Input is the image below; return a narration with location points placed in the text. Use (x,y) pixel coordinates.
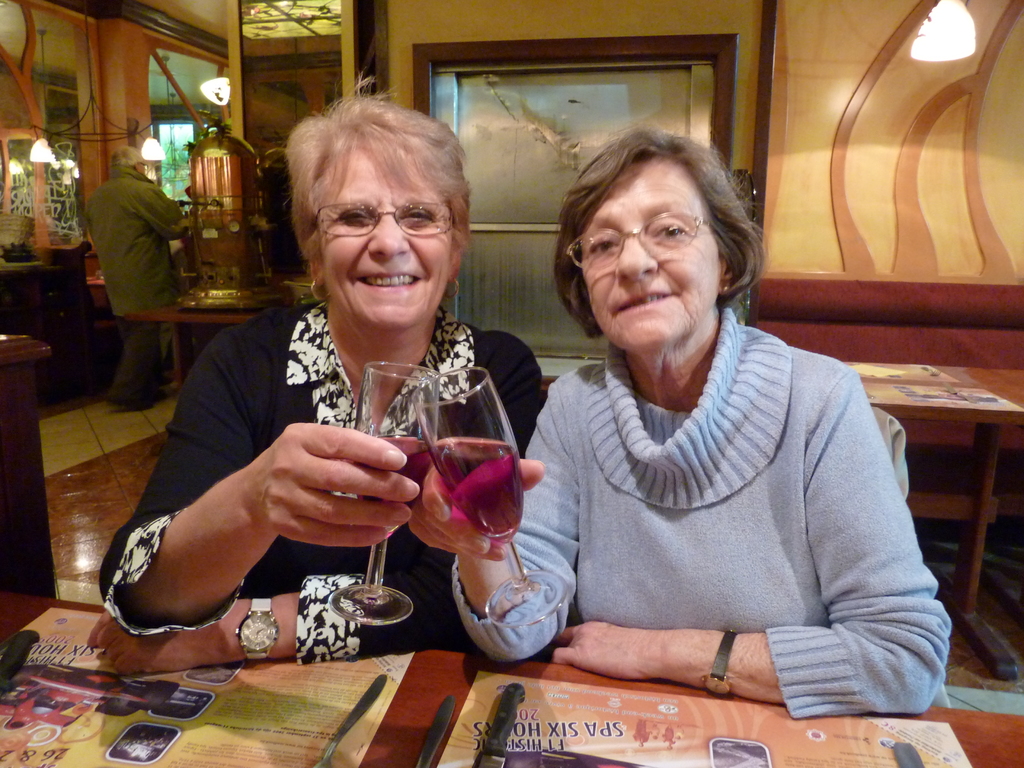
In the foreground (462,496) two womens (835,625) are sitting on the chair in front of the table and holding a glass (485,496) in their hand (448,505). In the left middle (159,275) a person (162,386) is walking towards the table (185,324). The background wall (844,12) light yellow in color on which wall painting (468,174) is mounted. In the left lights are visible. This image is taken inside a restaurant (152,125).
